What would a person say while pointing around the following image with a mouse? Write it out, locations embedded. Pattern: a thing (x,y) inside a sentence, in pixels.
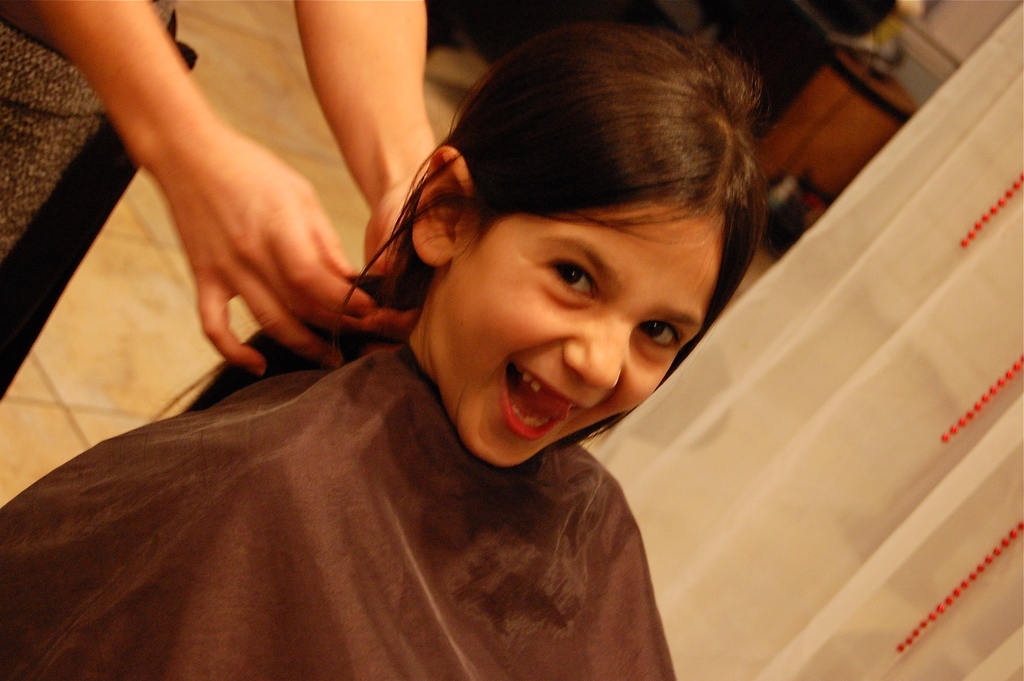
The girl (514,120) at the bottom of the picture (267,529) is sitting on the chair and she is smiling. Beside her, there is a white color curtain (633,420). I think she came for haircut. Behind her, the woman (68,123) is holding the hairs (410,308) of the girl (533,220). This picture might be clicked in the hair salon (136,251).
